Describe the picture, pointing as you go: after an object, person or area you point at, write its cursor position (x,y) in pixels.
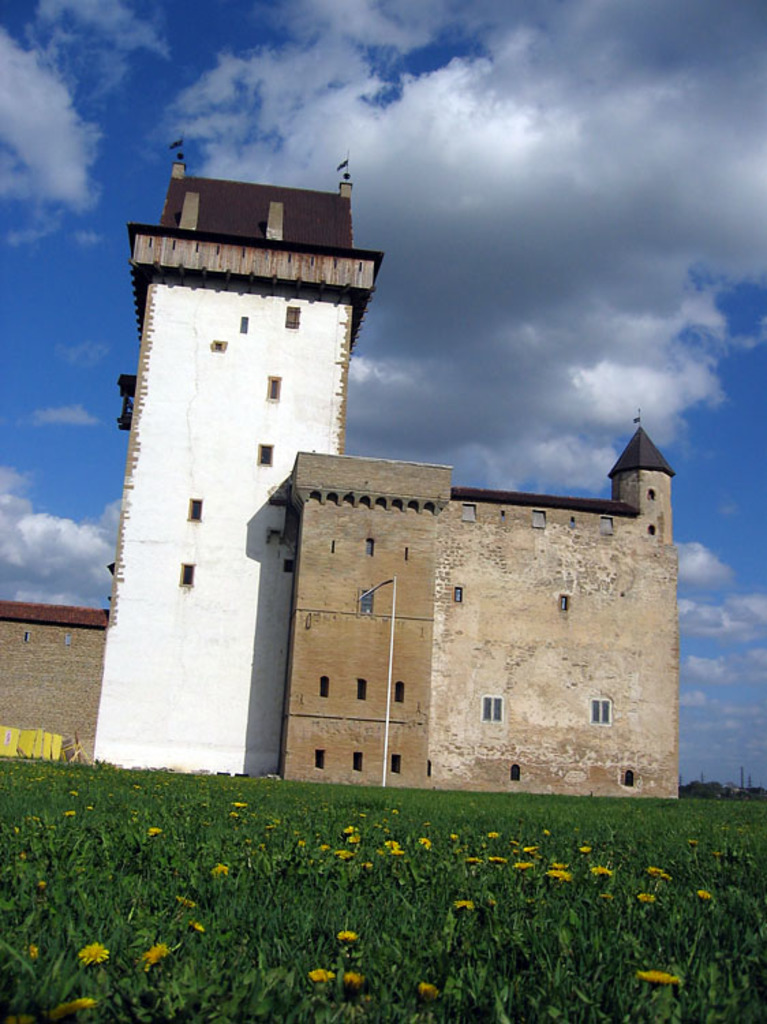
In the picture I can see a building (356,600), flower plants (363,889) and flags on the building (298,247). In the background (520,328) I can see the sky (536,260).
